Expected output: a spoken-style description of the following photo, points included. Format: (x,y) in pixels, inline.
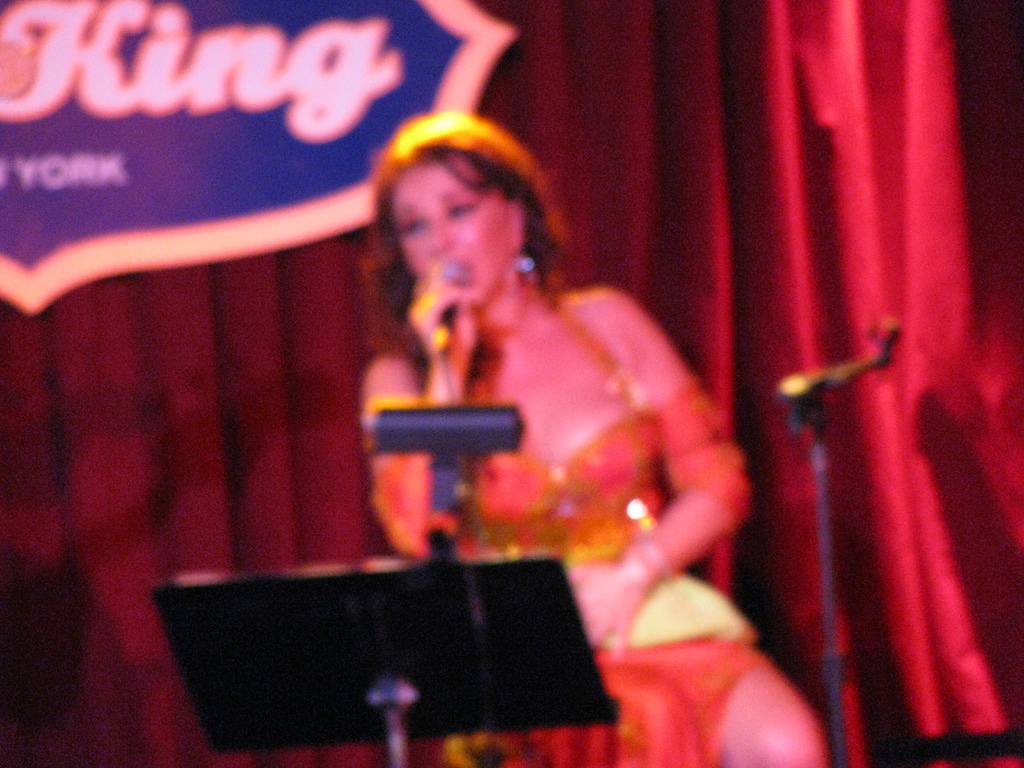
In this image I can see the person (532,408) holding the mic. In-front of the person (619,543) I can see the stand (490,651). In the background (250,258) I can see the board (262,148) and the maroon color curtain (680,178).
